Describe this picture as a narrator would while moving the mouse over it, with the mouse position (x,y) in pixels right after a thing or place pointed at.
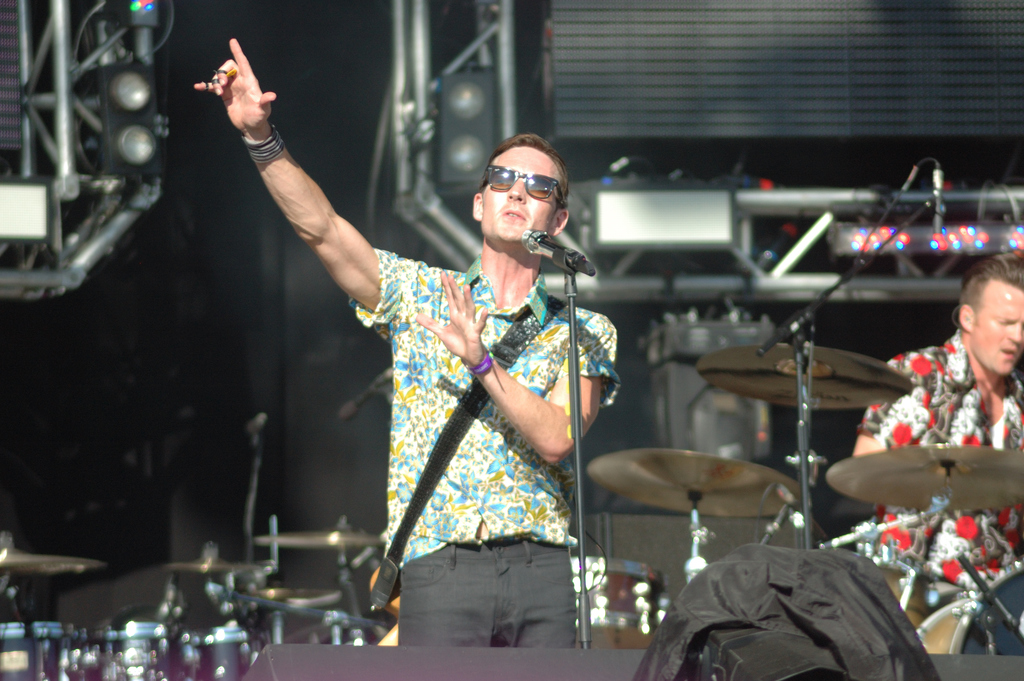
In the image it is a concert there are two men (402,475) first man (433,515) standing and singing a song, the second man (972,312) is playing the drums (1007,452), there is a bag (768,595) in front of him behind the first man (461,609) there are other musical instruments (172,608) and it is a massive set (435,75) with a lot of lights (678,228) and other instruments (242,567).
